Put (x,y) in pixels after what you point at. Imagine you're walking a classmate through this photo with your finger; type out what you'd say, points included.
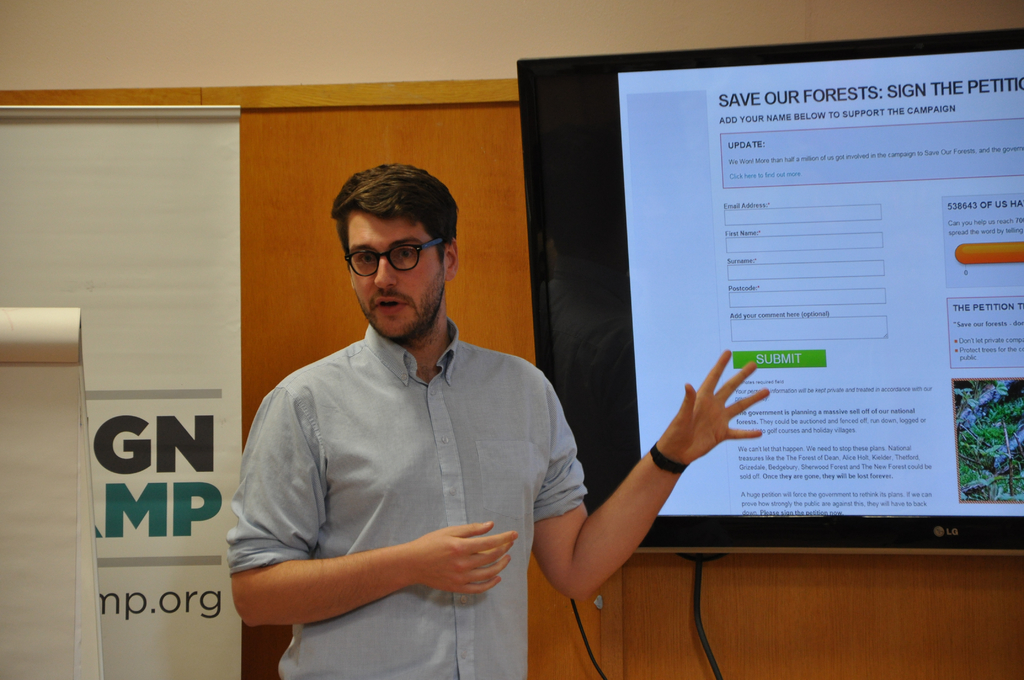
In this picture we can see a man (298,415) wore a spectacle (413,256) and in the background (900,218) we can see a television (910,254), wires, posters (122,413), wall (310,99).
